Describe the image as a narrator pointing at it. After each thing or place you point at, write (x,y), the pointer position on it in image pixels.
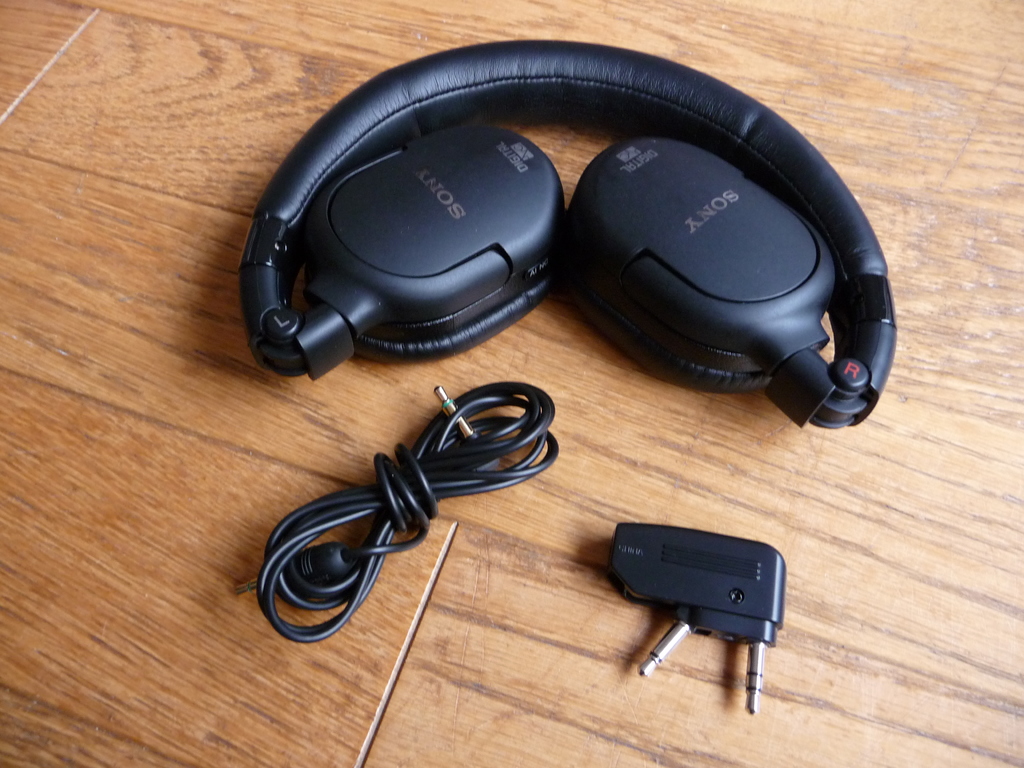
In this picture, we see a headset (553,281), cable (338,550) and an adapter (728,611) are placed on the brown table (254,383).
